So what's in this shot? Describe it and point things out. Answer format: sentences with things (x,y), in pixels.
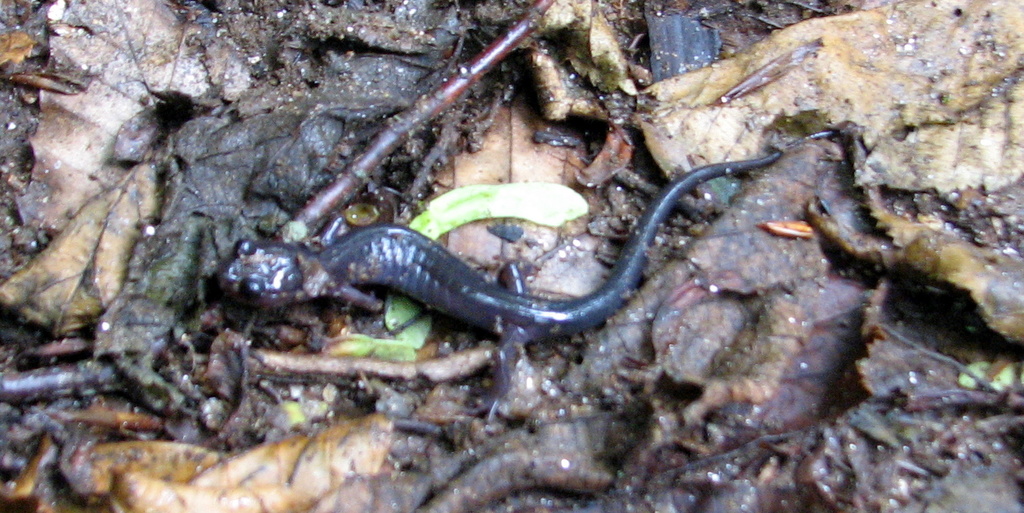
In this image in the center (510,285) there is a salamander (423,263) and there are dry leaves (657,130).
